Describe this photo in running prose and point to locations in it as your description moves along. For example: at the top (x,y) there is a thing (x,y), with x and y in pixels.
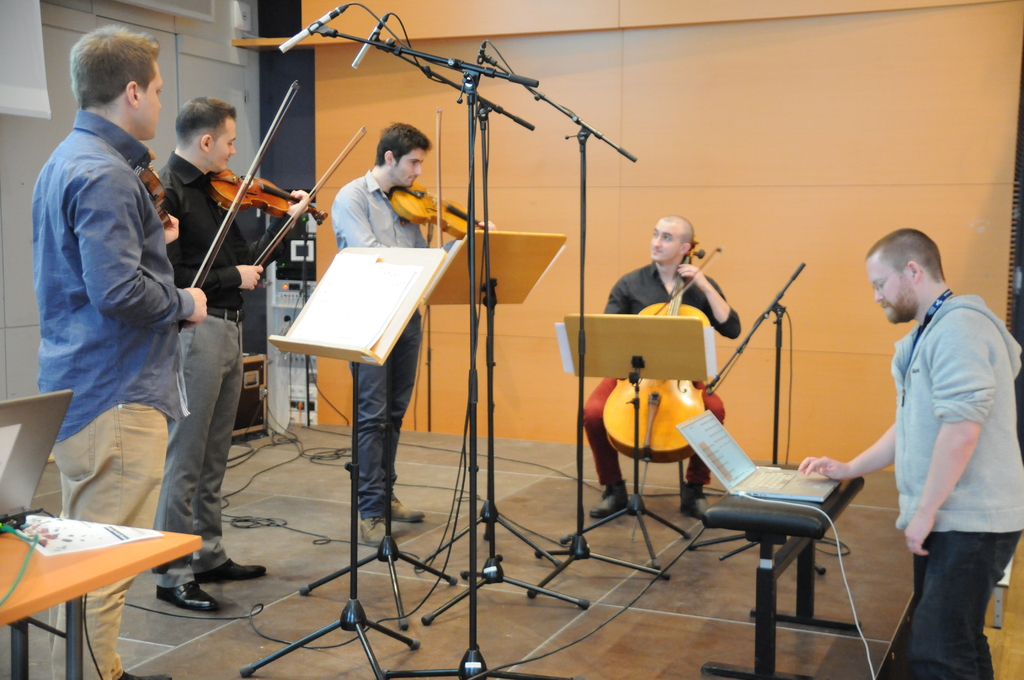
This picture describes about group of people (374,477), few people (221,406) are playing violins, in front of them we can see few microphones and papers (397,269) on the stands (418,255), on the right side of the image (966,319) we can see a man (916,271), in front of him we can see a laptop (734,468), in the background (275,431) we can see few musical instruments (301,243) and cables (292,435).
